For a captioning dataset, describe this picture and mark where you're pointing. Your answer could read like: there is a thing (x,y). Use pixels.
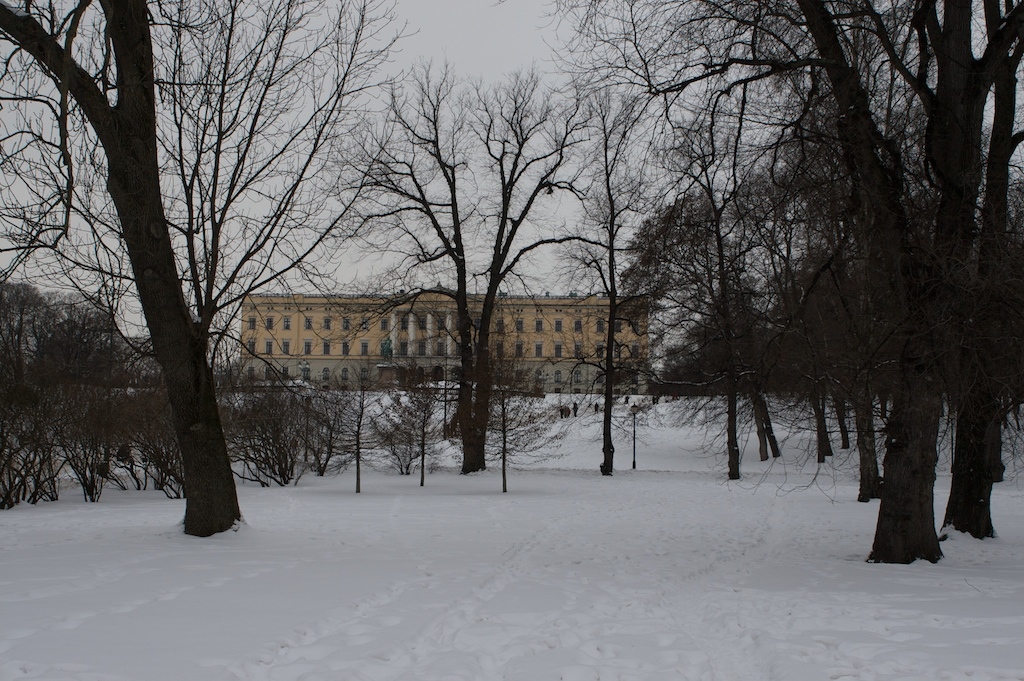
In this picture I can see many trees (823,329), plants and snow (367,568). In the background (546,380) I can see the building (310,300). At the top (463,37) I can see the sky (464,15) and clouds (421,48).
